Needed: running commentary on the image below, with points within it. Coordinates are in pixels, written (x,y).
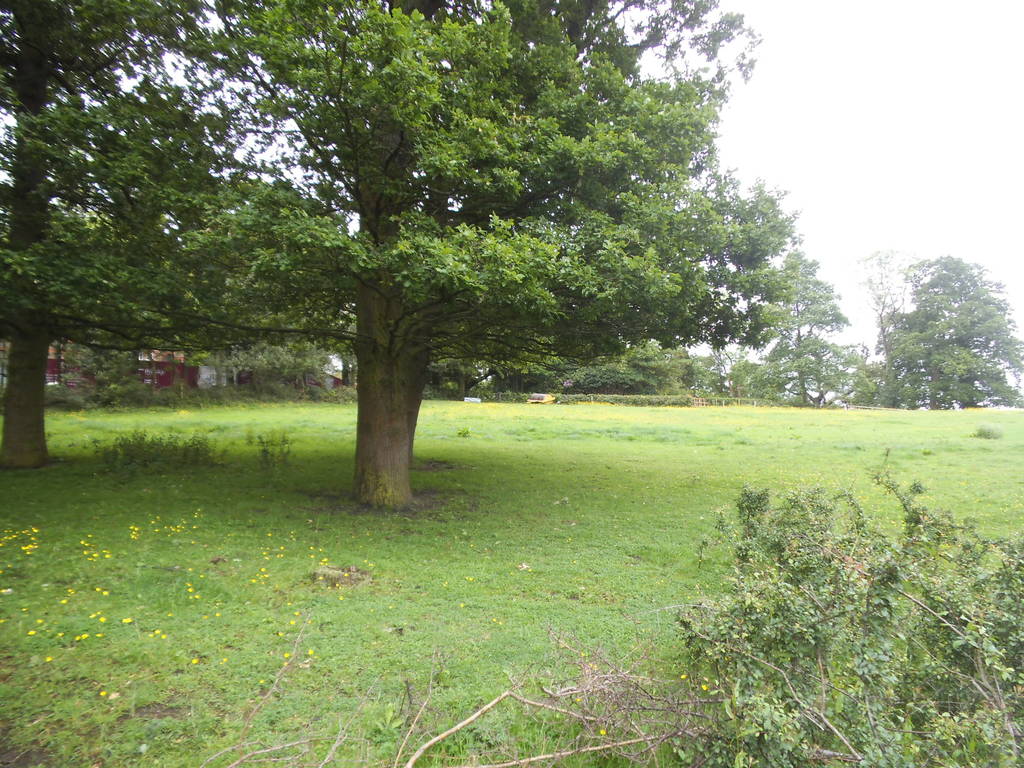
There are plants (874,654) and grassland (611,601) in the foreground area of the image (577,586), there are trees (509,388), it seems like houses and the sky (724,165) in the background (851,165).
